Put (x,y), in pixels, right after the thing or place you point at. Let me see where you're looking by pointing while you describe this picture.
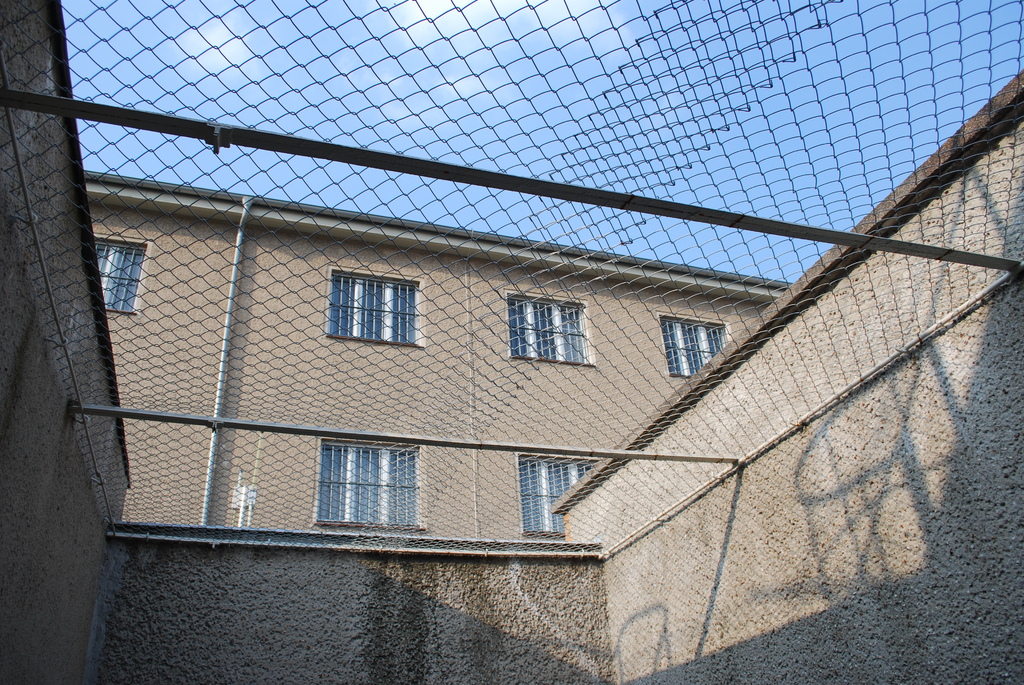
Here in this picture in the front (393,393) we can see fencing (231,110) present on a place and through that we can see a building (474,345) with number of windows (358,489) on it and we can see clouds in the sky (358,97).
